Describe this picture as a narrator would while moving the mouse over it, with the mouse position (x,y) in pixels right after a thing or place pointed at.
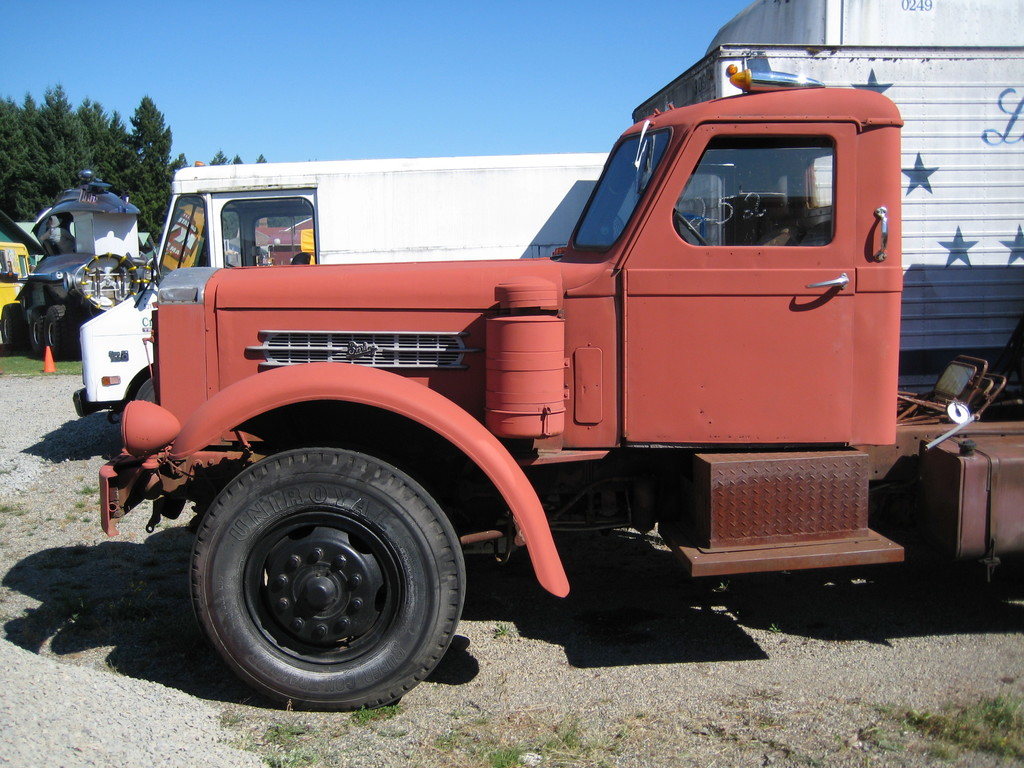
In this image I can see few trucks (627,277), grass (908,725), shadows (131,568) and in the background (177,90) I can see an orange colour cone (48,370), few trees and the sky (291,53).
